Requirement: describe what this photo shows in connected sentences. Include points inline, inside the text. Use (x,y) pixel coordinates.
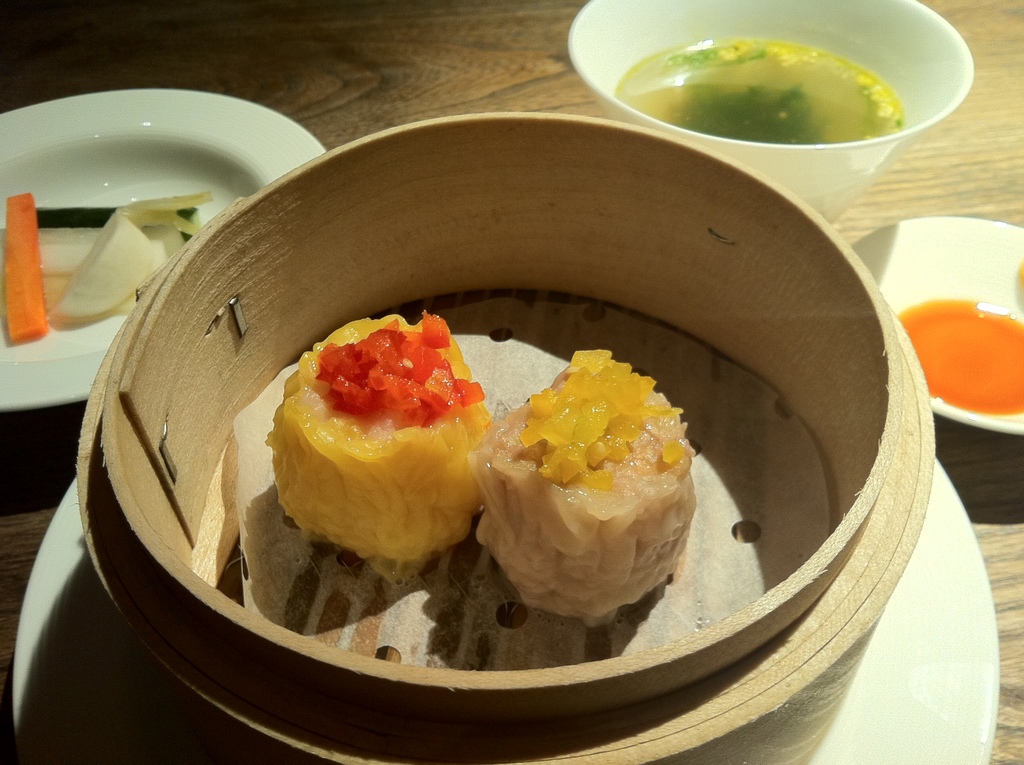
In this image we can see some food items (568,526), soups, vegetables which are in the plates (125,182), bowls (779,1) are on the wooden surface (394,112).
